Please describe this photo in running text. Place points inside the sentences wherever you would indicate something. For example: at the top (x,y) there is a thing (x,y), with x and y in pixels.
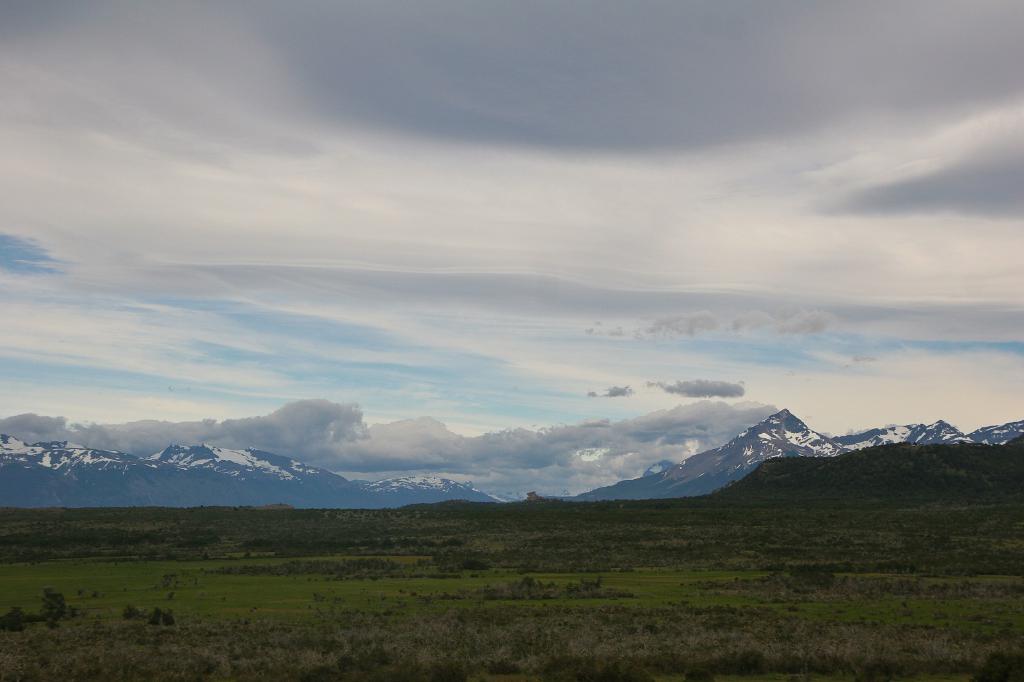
At the bottom of the image (473,592) there is grass (525,555). In the background of the image (338,484) there are mountains (314,468) with snow (787,436). There is sky (504,354) and clouds (78,343).
